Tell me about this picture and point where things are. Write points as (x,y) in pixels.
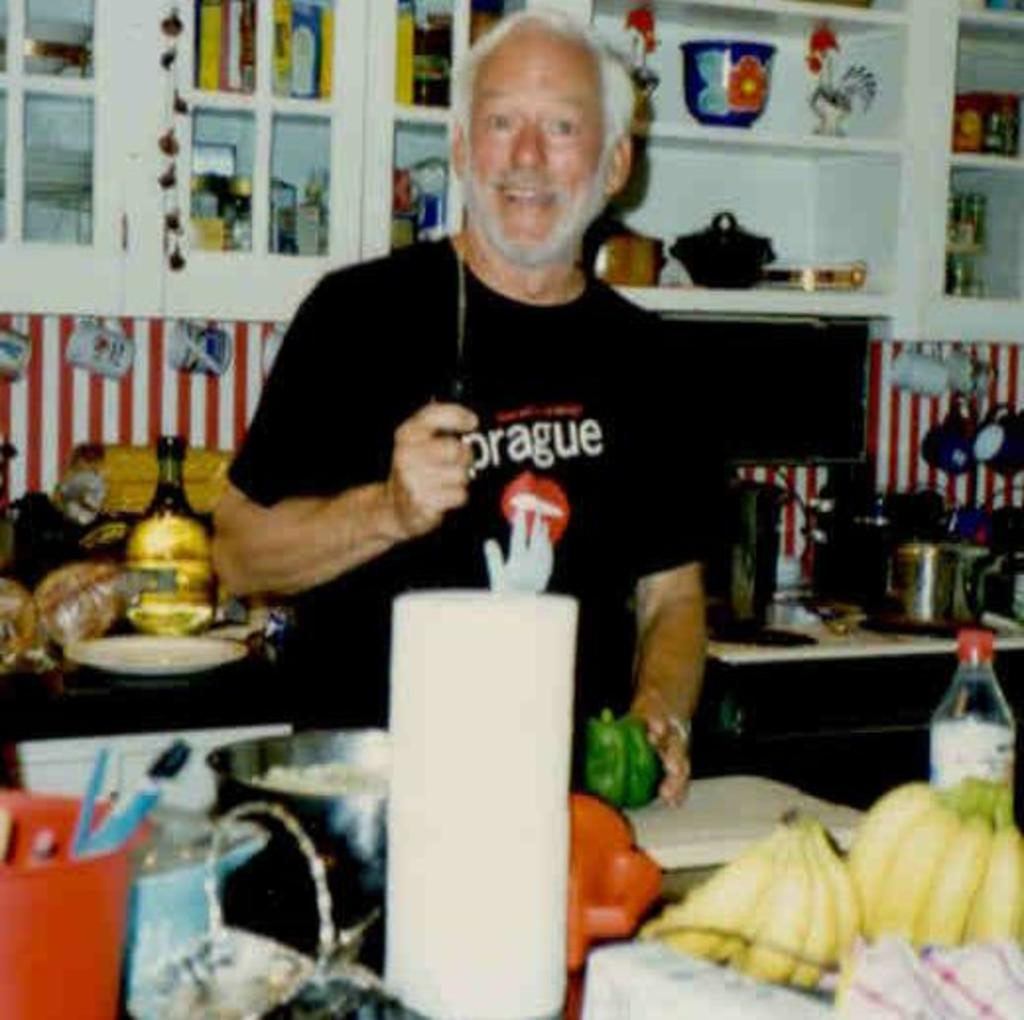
This man (498,549) wore black t-shirt (549,491) and smiling. On this table (726,836) there are fruits (768,889), vegetables (653,765), container (261,781) and things (157,824). Background (195,104) there is a cupboard (245,159) with container (758,265), toys (819,101), bowl (750,93) and things (245,186). On this furniture (243,665) there is a plate (145,657), vase (161,600), container (924,560), cups (961,444) and things (858,476).
